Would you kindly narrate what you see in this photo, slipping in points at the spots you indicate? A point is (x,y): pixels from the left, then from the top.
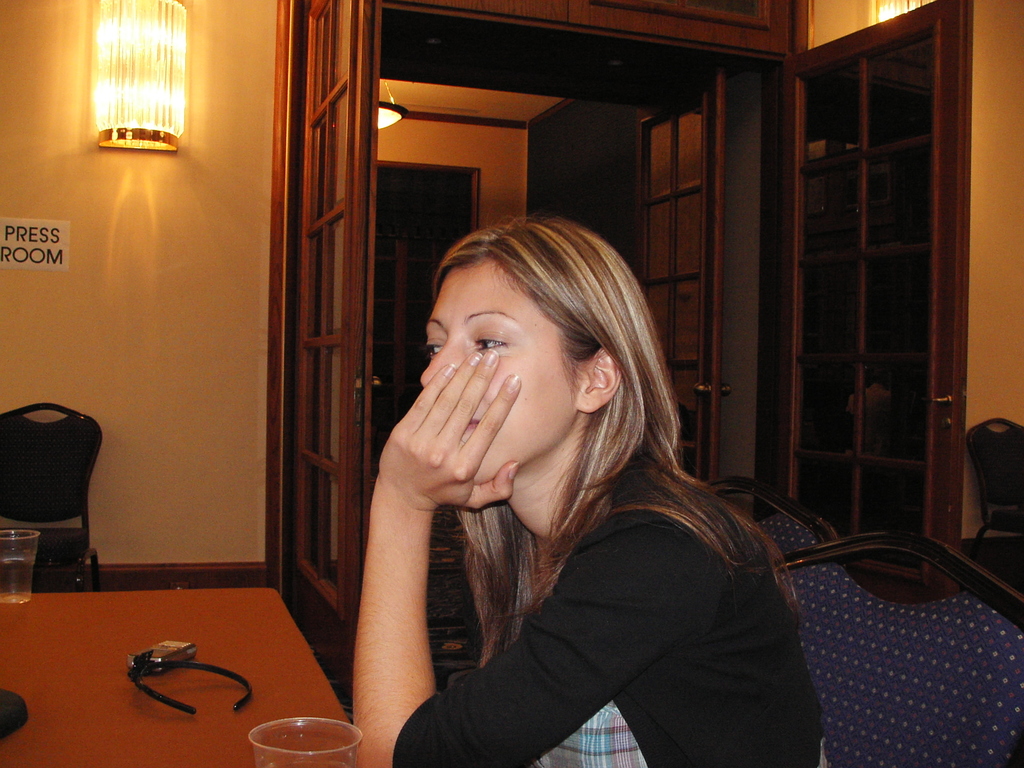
A woman (529,578) is sitting on a chair (827,654). In front of her there is a table (126,644). On the table (113,707) there is hair band (161,693), box (188,649) and a glass (262,725). In the background (296,254) there is a door (414,229), wall (185,224), light (185,86), chair (63,427) and paper (38,242) on the wall (79,245). Also a cupboard (903,288).
